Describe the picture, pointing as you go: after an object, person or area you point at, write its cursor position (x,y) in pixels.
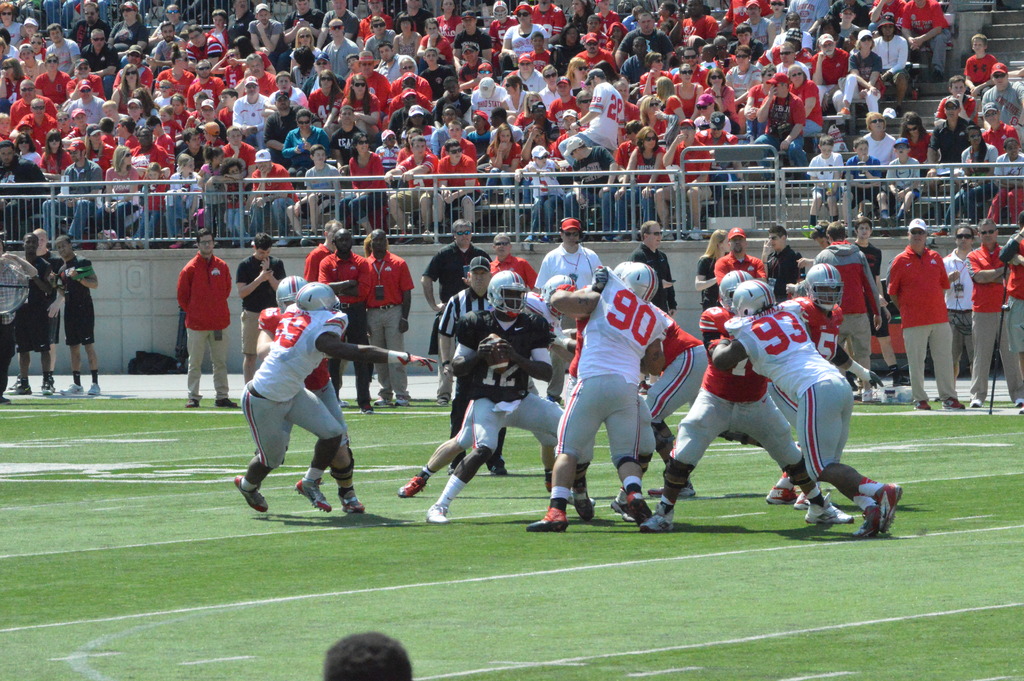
In the picture I can see some persons (497,391) wearing sports dress (518,413) playing game in the ground (254,524) and in the background (362,291) there are some persons (469,306) standing, there is fencing (730,171) and some persons (358,99) sitting on chairs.
